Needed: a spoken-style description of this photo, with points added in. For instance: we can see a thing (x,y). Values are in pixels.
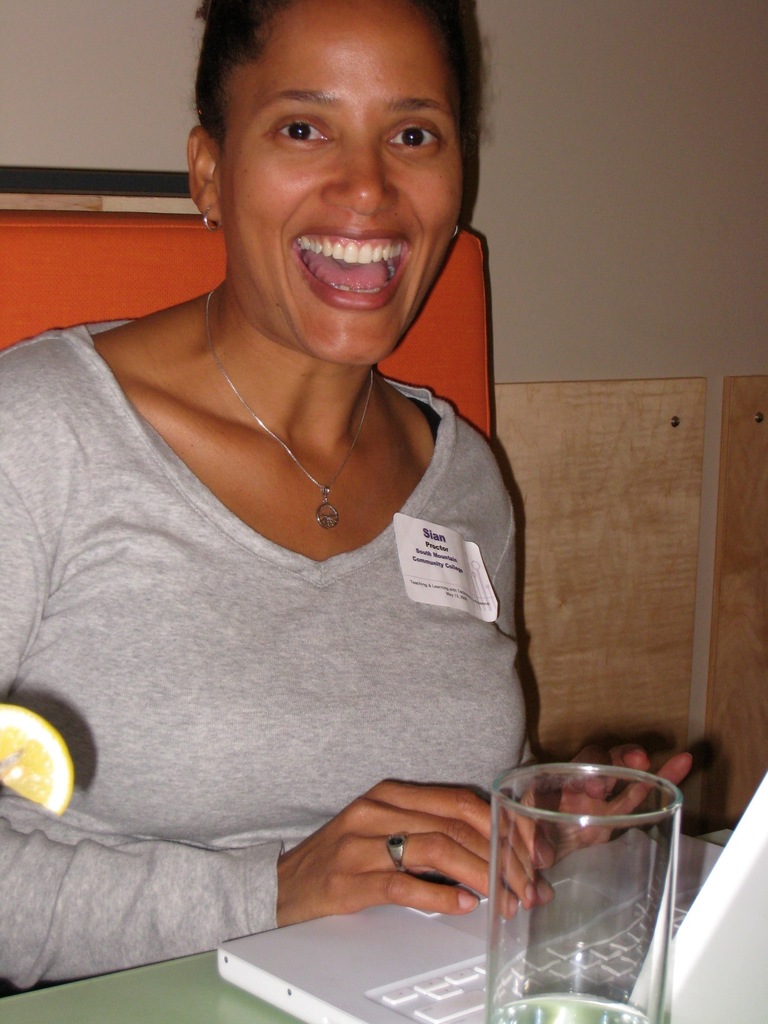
In the foreground of the picture (342,988) we can see table (67,1010), laptop (376,938), glass (589,915), lemon slice (50,771) and woman (283,356) sitting in chair (8,339). The woman (273,553) is smiling. In the background (641,176) it looks like a wall (576,138).
